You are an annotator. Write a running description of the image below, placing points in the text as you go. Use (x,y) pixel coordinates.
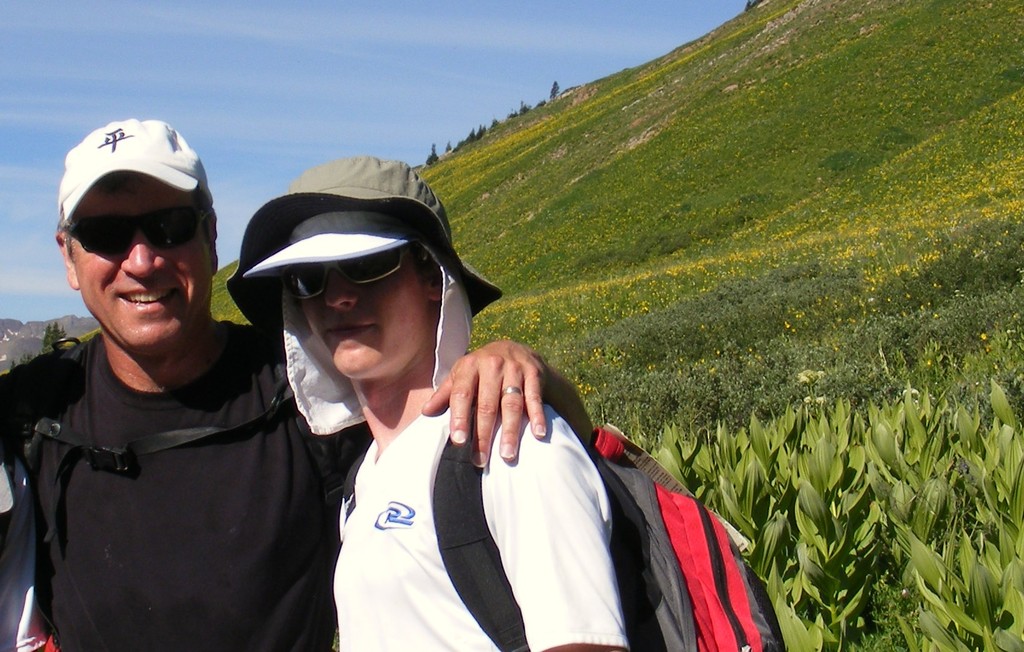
In this image, we can see persons (337,285) wearing clothes (333,514) and caps (351,172). The person (323,172) who is in the middle of the image (421,271) wearing a bag (659,537). There are plants (867,505) in the bottom right of the image (939,571). There is a hill (637,132) on the right side of the image (858,399). There is a sky (312,122) at the top of the image (520,40).
